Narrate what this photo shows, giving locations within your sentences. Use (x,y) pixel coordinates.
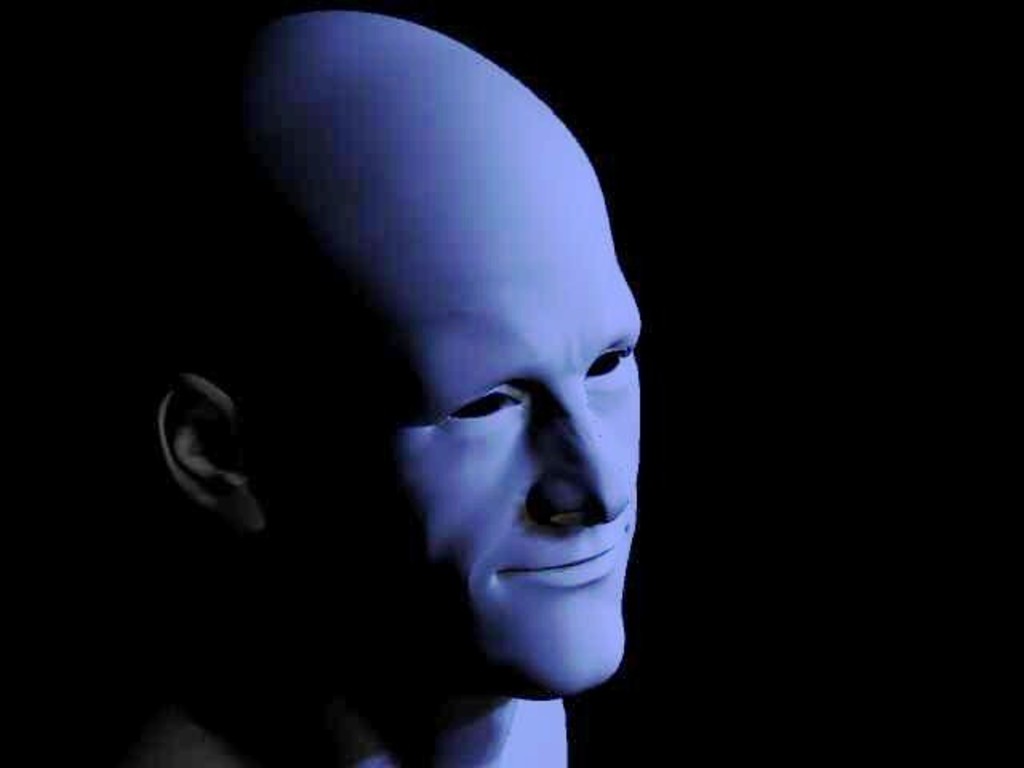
In this image I can see a mannequin (376,591) and I can see dark background (987,638).
